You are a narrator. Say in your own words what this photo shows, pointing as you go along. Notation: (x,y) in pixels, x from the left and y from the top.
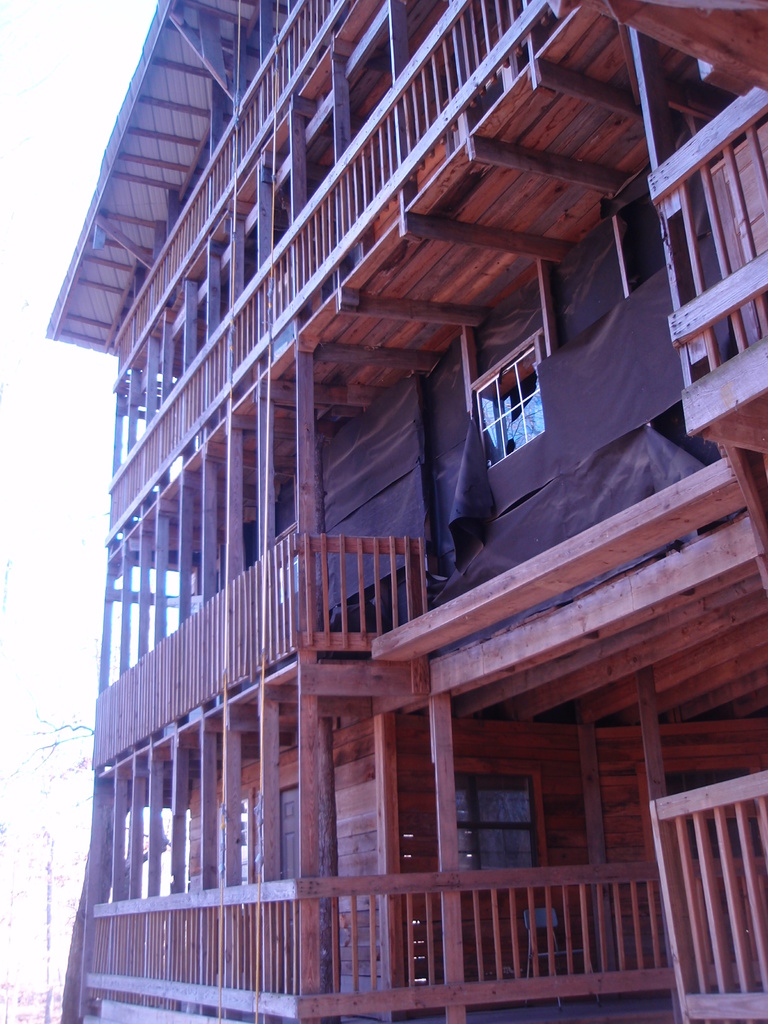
In this picture, we see a wooden building (565,822). It has the wooden railing (331,886) and we even see a window (541,382). We see a sheet (449,492) in black color. In the left bottom (92,965), we see a pole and a tree (71,728). On the left side (58,472), it is white in color.
